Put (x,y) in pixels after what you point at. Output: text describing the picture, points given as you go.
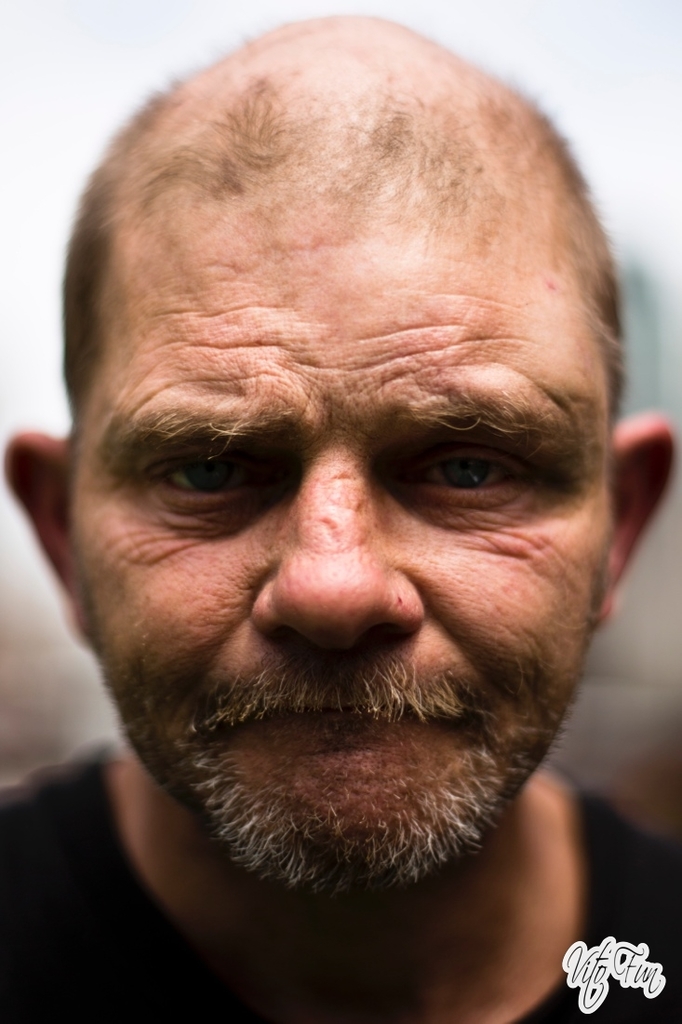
In this picture we can see a person (495,947). There is a watermark (565,957) in the bottom right (658,975).
